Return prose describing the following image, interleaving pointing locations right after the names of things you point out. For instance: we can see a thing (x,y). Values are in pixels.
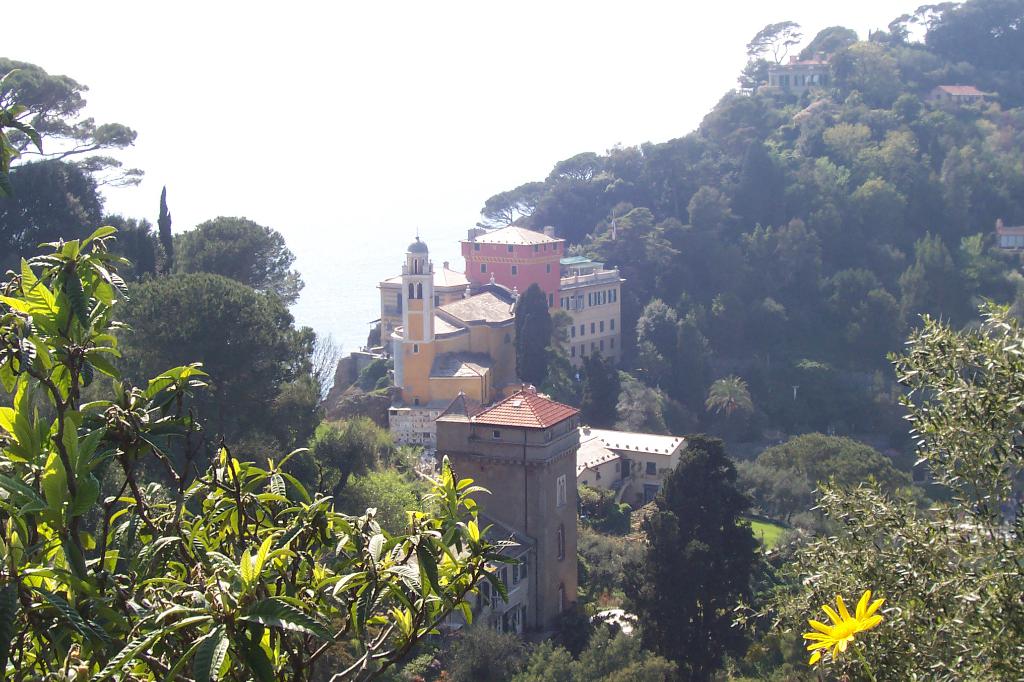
In this image I can see number of trees (623,669) and number of buildings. Here I can see a yellow color flower (850,623).
